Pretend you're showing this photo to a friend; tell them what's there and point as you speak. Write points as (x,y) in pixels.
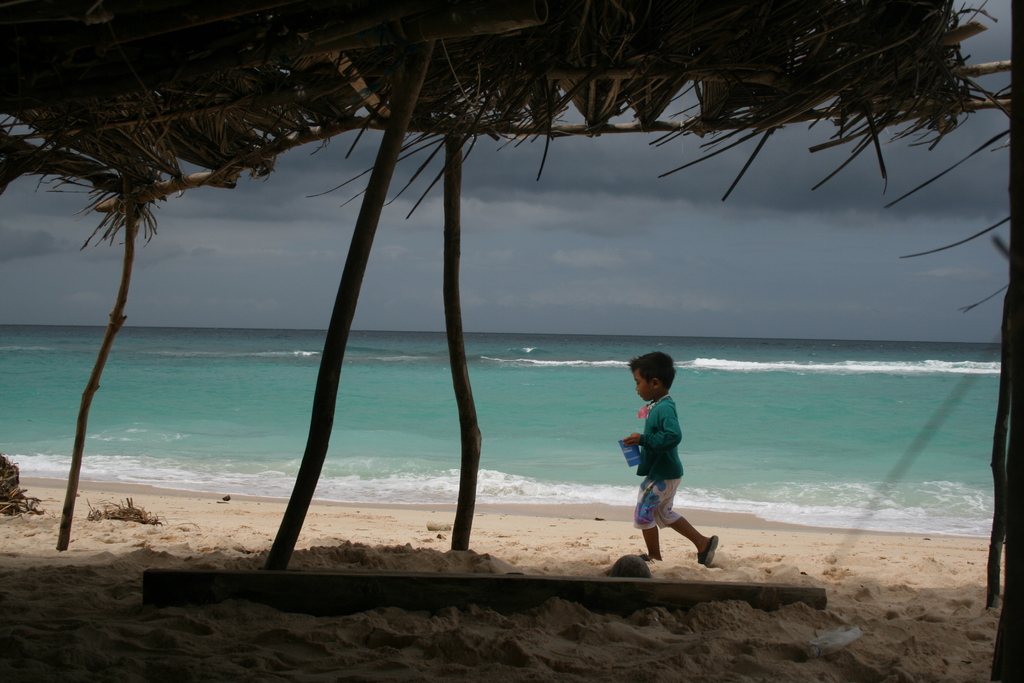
In this image there is a kid (662,491) walking in the sand (593,550). Beside him it seemed like an ocean (548,370). At the bottom (236,640) there is sand (236,640) on which there is a wooden stick (481,581). At the top (297,79) it looks like a hut (260,78).
